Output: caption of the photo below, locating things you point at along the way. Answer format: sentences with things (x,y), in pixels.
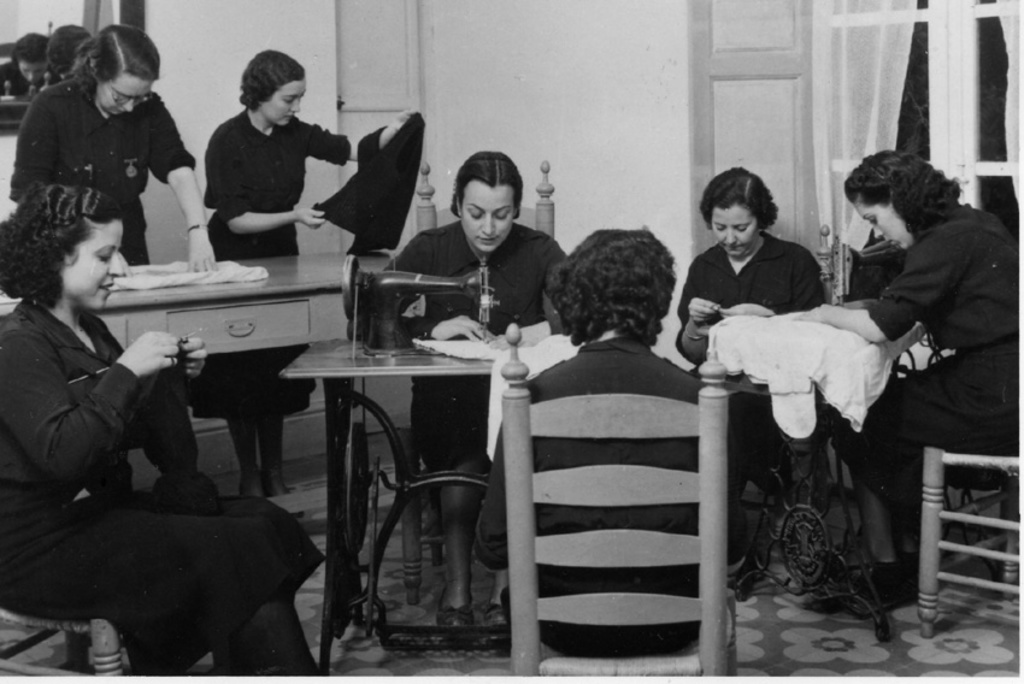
This is a room (348,342) there are few people (511,271) sitting on the chair (560,408) and stitching clothes (487,356). On the left (209,185) there are 2 women (184,160) standing and folding clothes (348,203). On the right (787,119) there is a window (988,101), curtain (866,72) and a door (700,115).
